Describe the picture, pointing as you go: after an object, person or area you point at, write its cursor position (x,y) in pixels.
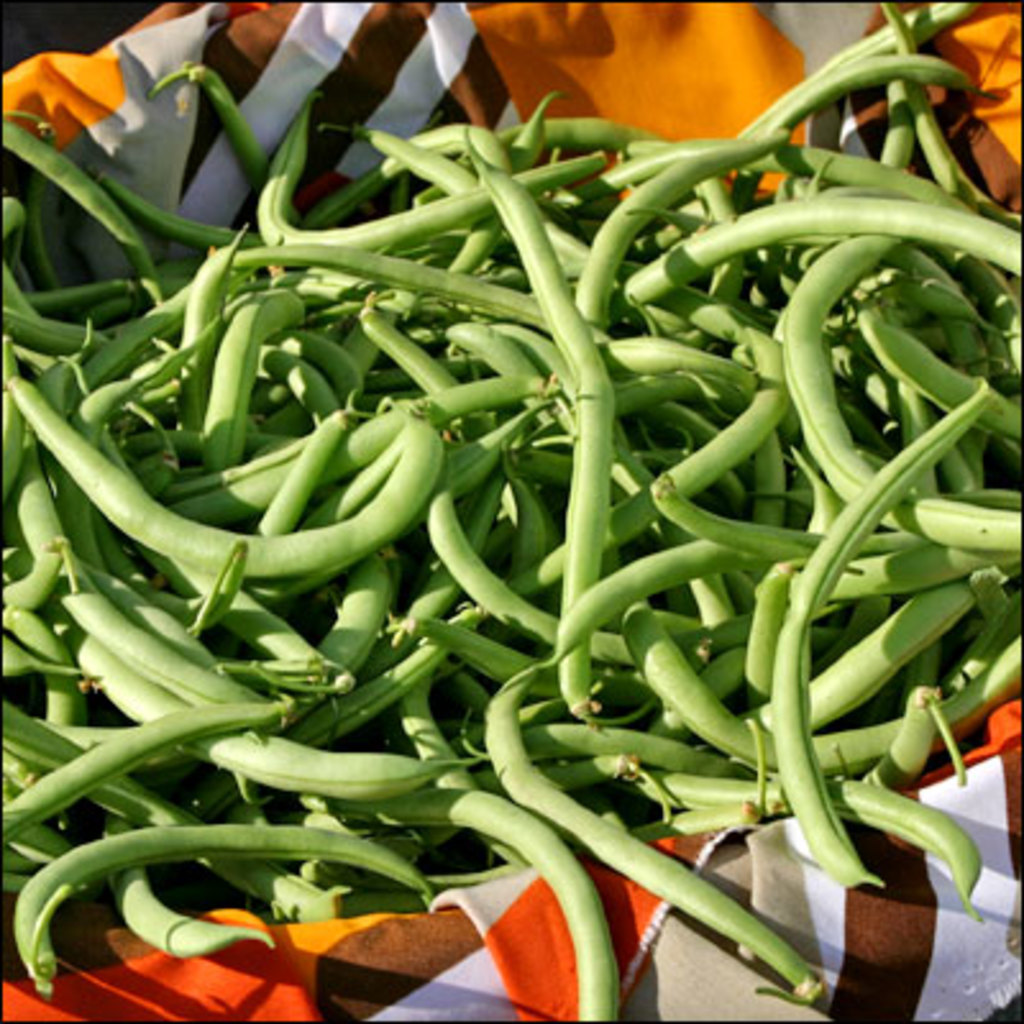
In this image there are green beans (411,270) in a cloth (201,29).
